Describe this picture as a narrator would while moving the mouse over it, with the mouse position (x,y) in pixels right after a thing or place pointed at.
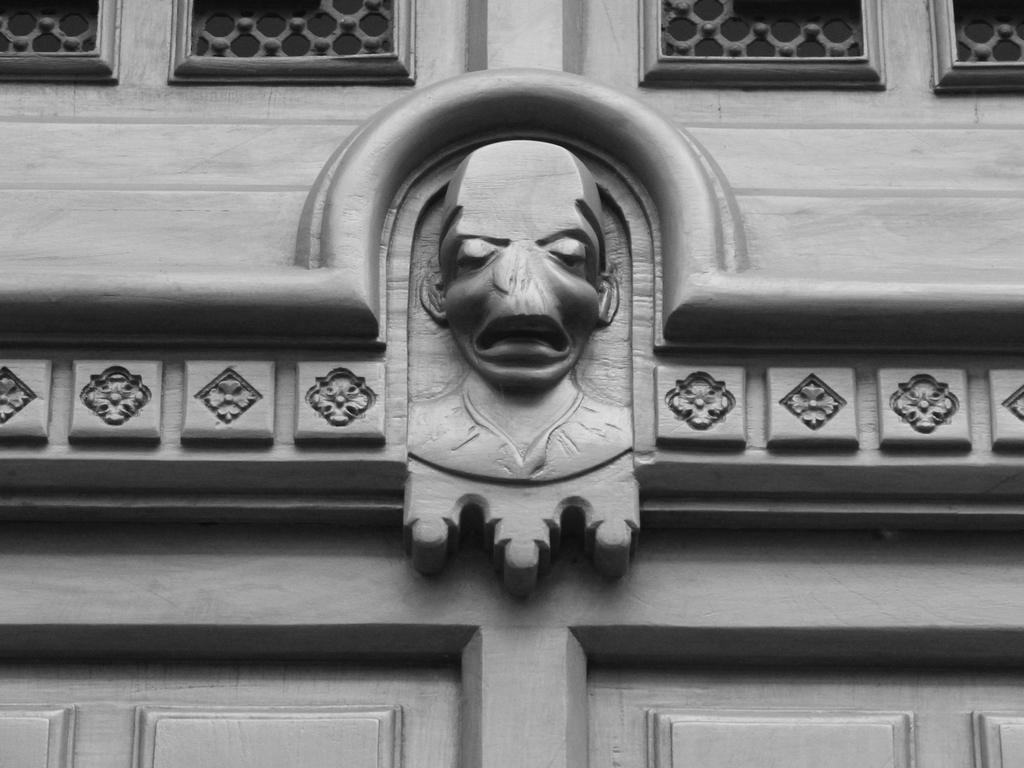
In the center of the image (557,265), we can see a sculpture (496,247) on the building (974,432).
